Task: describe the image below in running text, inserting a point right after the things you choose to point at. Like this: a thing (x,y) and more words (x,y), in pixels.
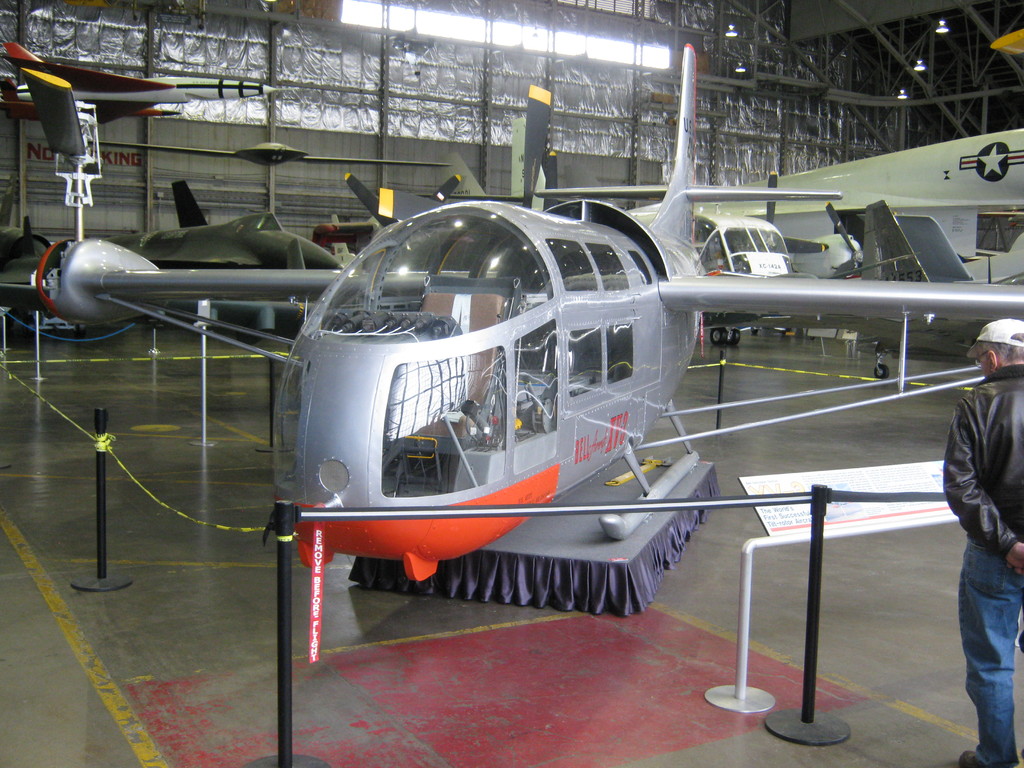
In the image I can see some planes (445,485) which are in between the caution rope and also I can see a person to the side.
